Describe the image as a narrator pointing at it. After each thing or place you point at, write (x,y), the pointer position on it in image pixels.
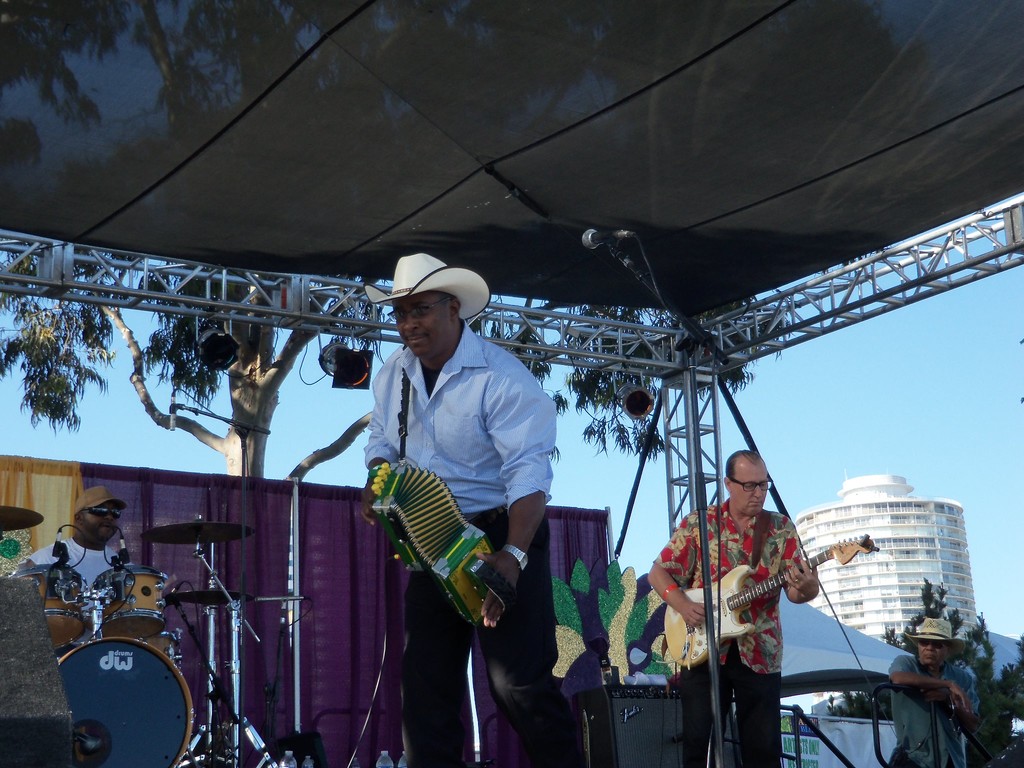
This picture is clicked outside the city. Here, on the right corner of the picture (924,725), we see a man (899,730) in grey t-shirt (898,730) wearing goggles (934,642) and hat (933,629). Next to him, we see a man (730,544) in colorful shirt (717,570) is holding guitar (687,650) in his hand (807,575) and playing it. Next to him, we see man (468,470) in blue shirt (507,437) is holding musical instruments (408,535) in his hand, he is wearing white hat (407,260). On the left bottom of the picture (80,522), we see a man (111,553) in white T-shirt (90,569) playing drums (140,666). Behind him, we see a sheet (304,543) in purple color and behind the sheet (333,508), we see tree (234,377) and sky (319,434). On the right bottom of the picture (854,519), we see a building (912,556) which is white in color.
